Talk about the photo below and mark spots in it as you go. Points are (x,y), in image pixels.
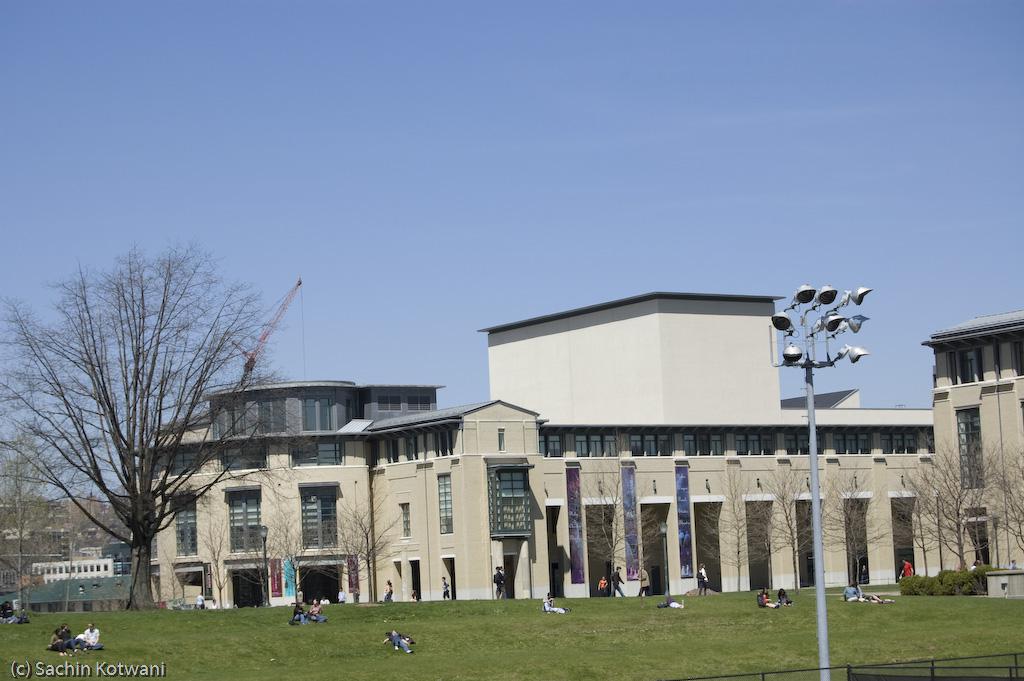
In this picture we can see some people (198,596) are sitting on the grass (536,658), behind we can see some buildings (586,424), trees (109,501).
